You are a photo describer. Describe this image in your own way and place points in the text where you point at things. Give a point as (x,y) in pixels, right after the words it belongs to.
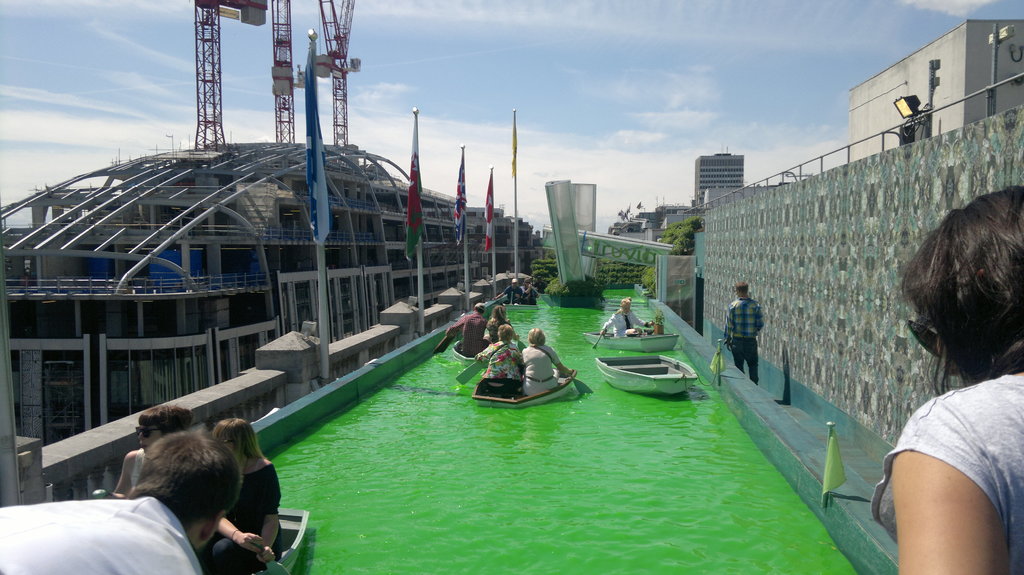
In the image we can see there are many people (739,304) around. We can see there are even boats (620,365) in the water (579,374) and the water (475,448) is green in color. We can even see the flags (310,119), wall (791,259) and construction (246,208). We can even see there are towers (281,35) and the cloudy sky (558,102).
